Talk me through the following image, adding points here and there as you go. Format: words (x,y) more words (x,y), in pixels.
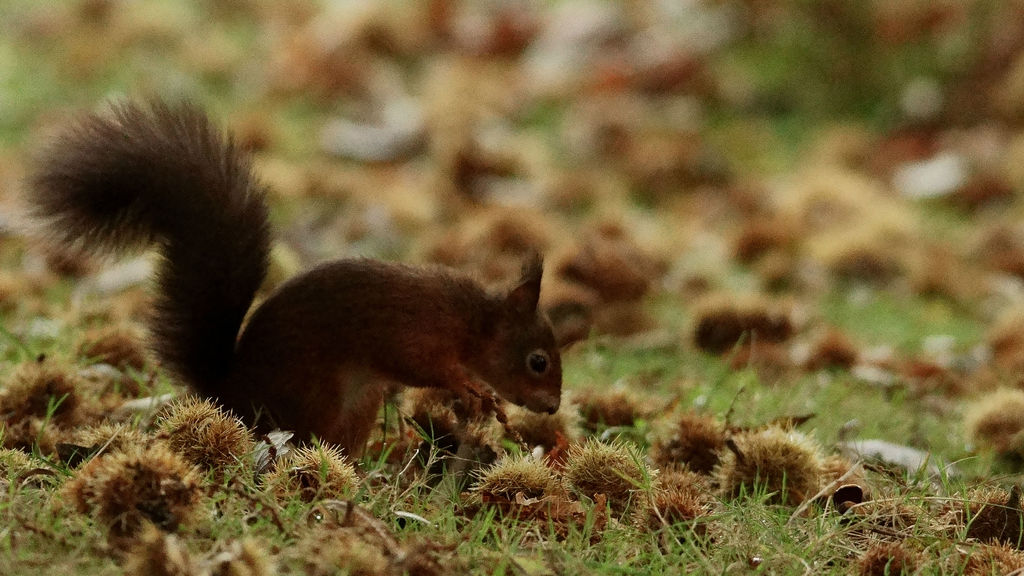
In the image we can see there is a squirrel (445,384) on the ground (443,465) and the ground (194,496) is covered with grass (875,435).
